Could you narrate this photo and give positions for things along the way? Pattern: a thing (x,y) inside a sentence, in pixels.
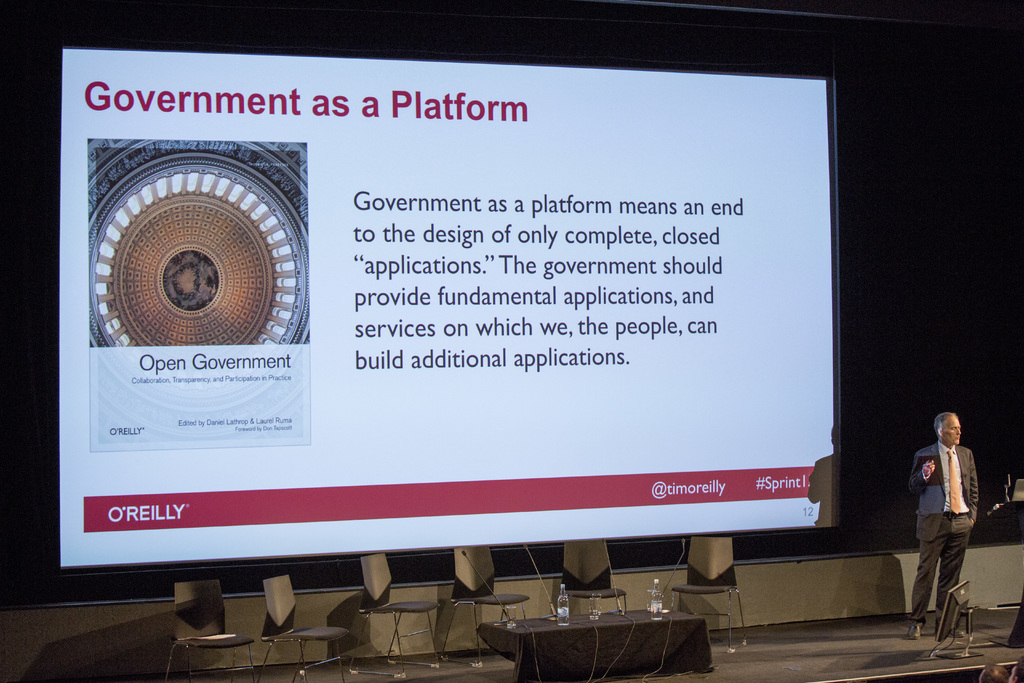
In this image we can see a person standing on a stage (892,627). We can also see a laptop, a group of chairs (481,560) and a table (543,658) containing some wires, glasses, bottles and a mic (490,592) with stand (502,605). On the left side (147,522) we can see a display screen (526,441) with some text (266,358) and a picture (284,386) on it.
